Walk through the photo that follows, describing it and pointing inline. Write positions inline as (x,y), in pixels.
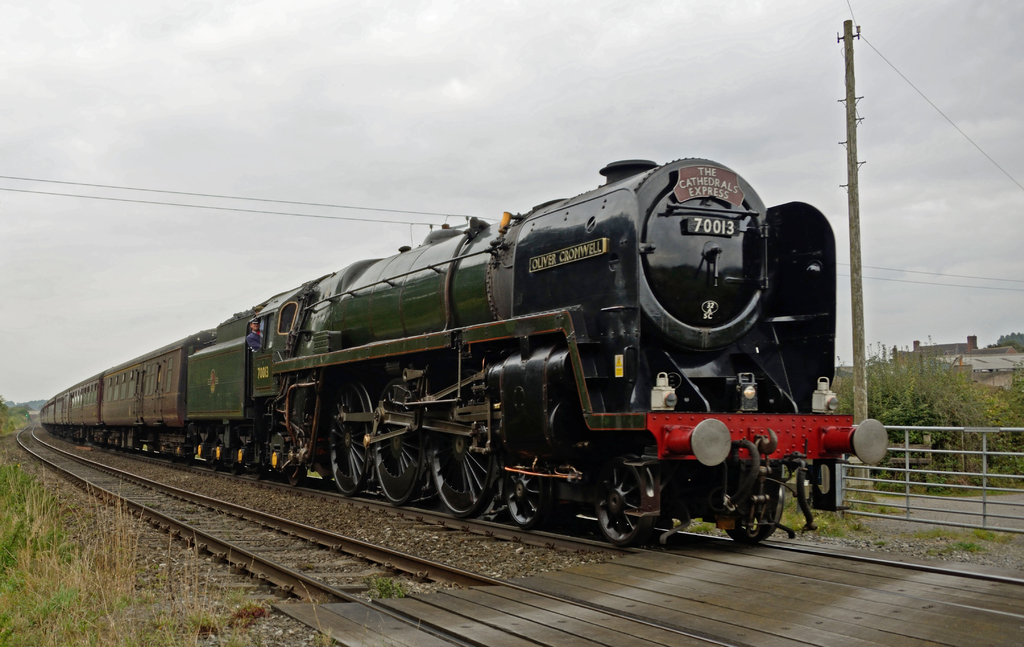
In this picture we can see the passenger train (626,446). There is a man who is standing inside the engine (275,351). On the left (45,557) we can see the plants (13,463), beside that we can see the railway track (326,499). On the right (981,471) we can see the electric pole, wires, buildings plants (894,378) and gate (1000,528). At the bottom (741,594) we can see the wooden rafter (857,640). At the top (752,53) we can see the sky (467,78) and clouds (540,59).
